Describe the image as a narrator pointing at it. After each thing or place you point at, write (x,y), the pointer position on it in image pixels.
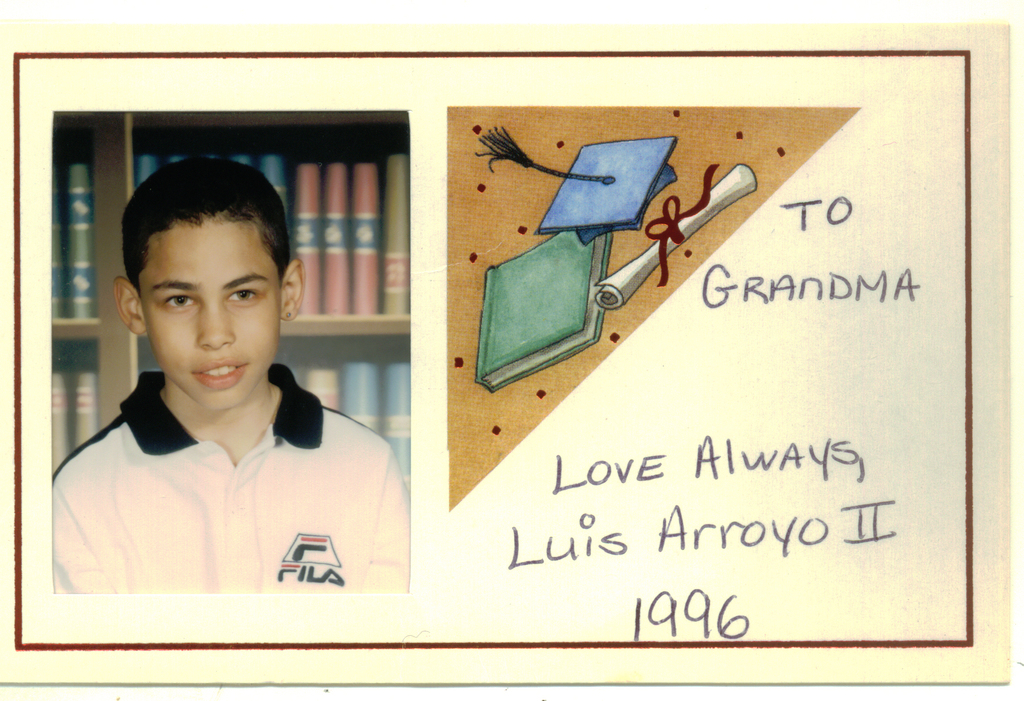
In the image we can see a poster (849,501), in the poster (679,67) we can see a kid (303,274). He is smiling. Behind him there are some bookshelves (288,130).
